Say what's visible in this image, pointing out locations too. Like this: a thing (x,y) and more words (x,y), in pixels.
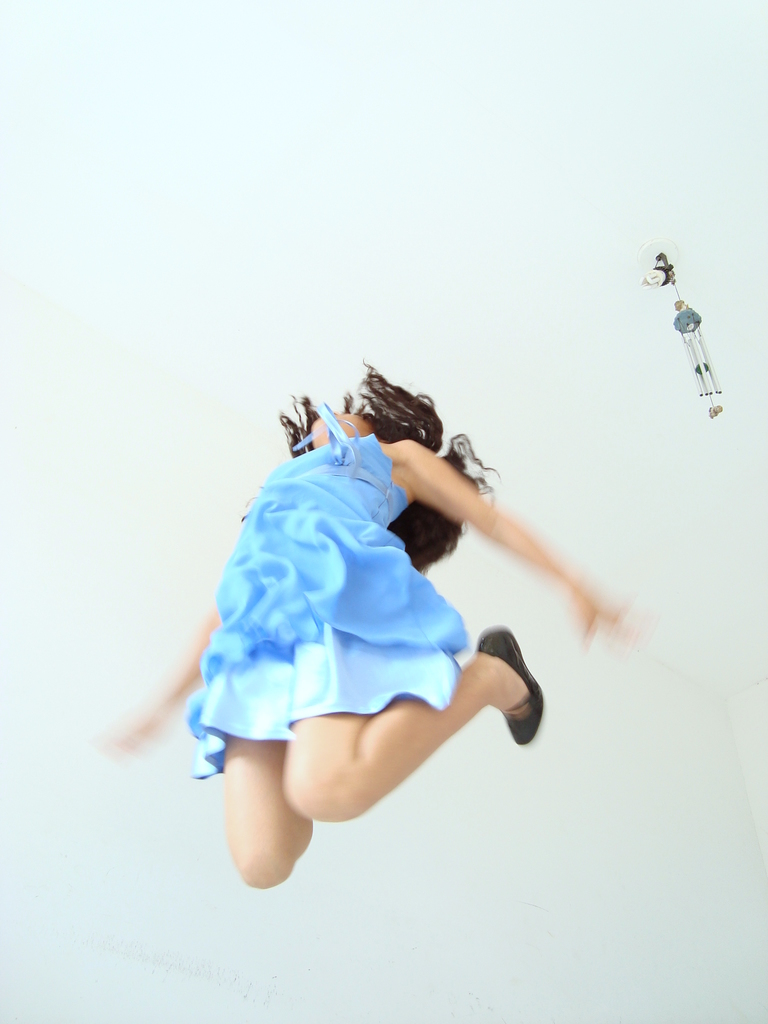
In this image there is one girl (385,663) is jumping in middle of this image (425,603) and there is one object (676,327) at right side of this image (702,316) and there is a wall (446,157) in the background (421,268).
